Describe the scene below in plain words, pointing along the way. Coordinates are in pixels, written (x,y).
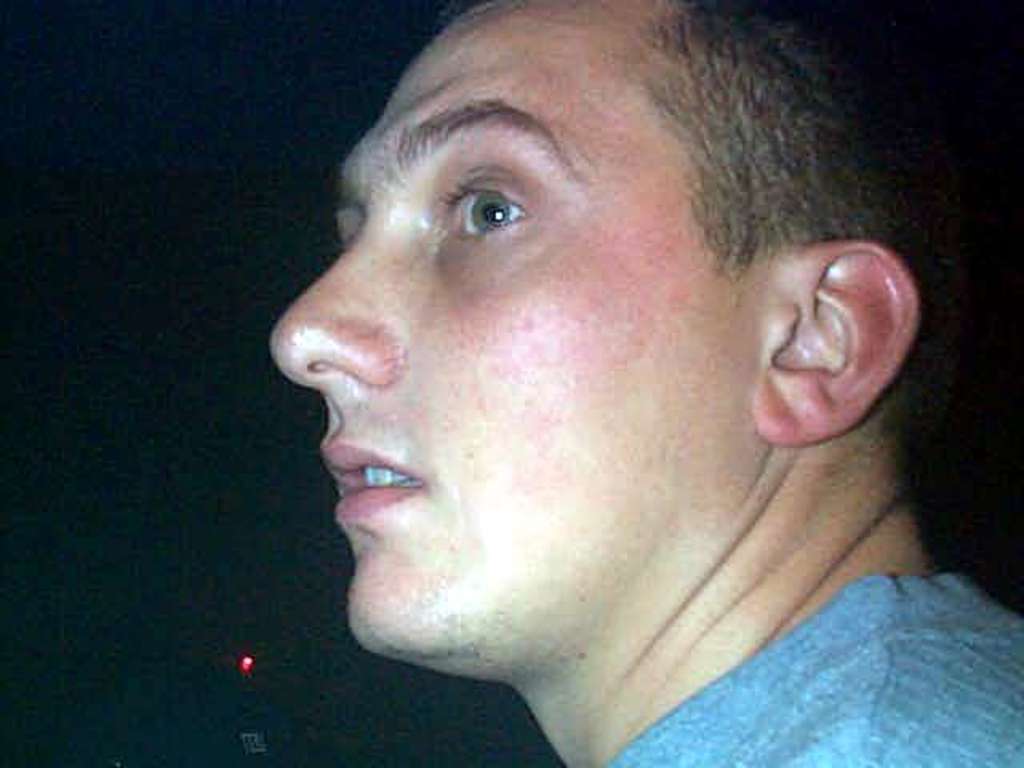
In this picture we can see a man (624,377). Behind the man (544,482) there is light (245,664) and the dark background (168,640).
